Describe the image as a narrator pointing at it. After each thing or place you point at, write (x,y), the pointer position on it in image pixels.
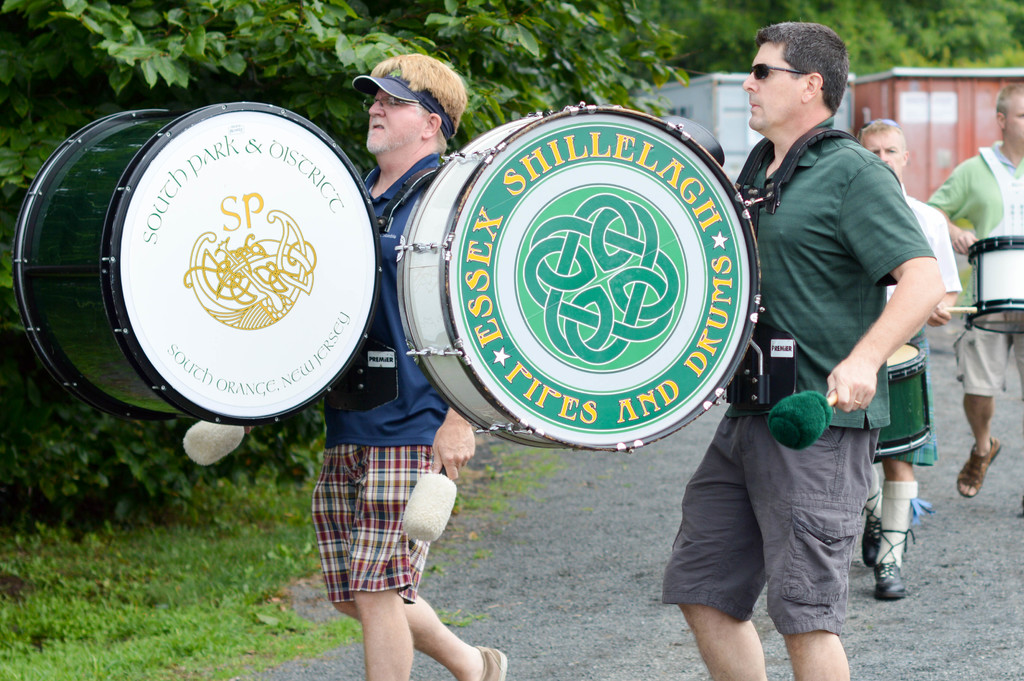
In this given picture, there are some men (896,233) walking with drums (492,274) in their hands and playing them. One of the guys (373,106) wearing a cap (388,89) and another one is wearing spectacles (765,77). In the background (573,58) there are some trees (688,37) and containers (918,98) here.
